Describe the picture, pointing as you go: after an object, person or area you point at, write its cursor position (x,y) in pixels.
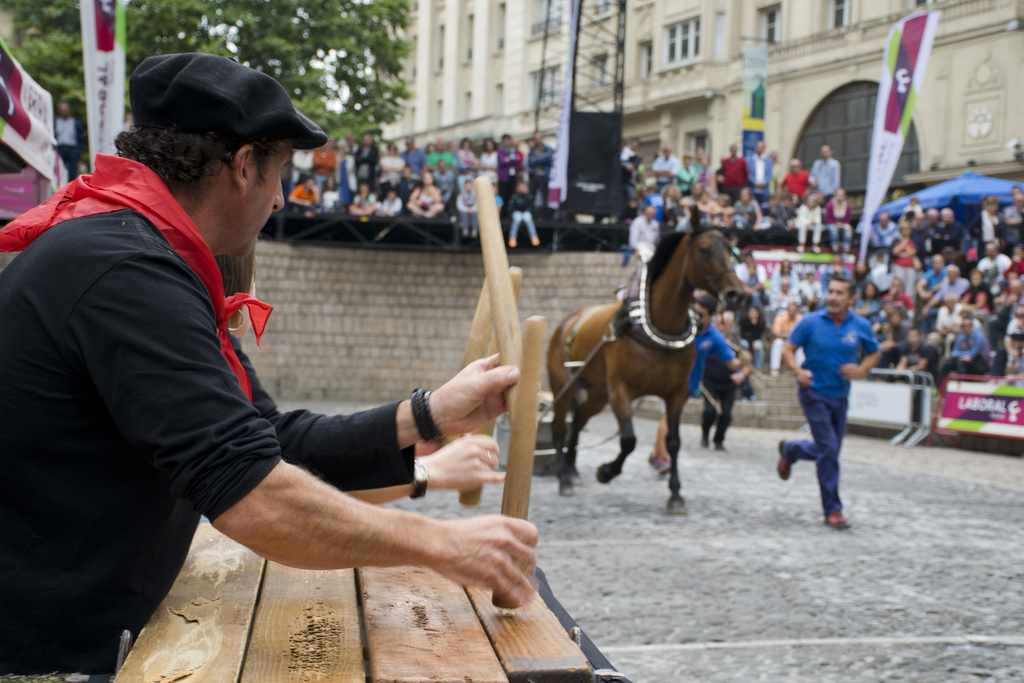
This is a picture where we can see a man (480,360) holding a thing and a horse (692,341) and the other man (839,298) behind the horse (679,355) and some people (833,238) behind them.
